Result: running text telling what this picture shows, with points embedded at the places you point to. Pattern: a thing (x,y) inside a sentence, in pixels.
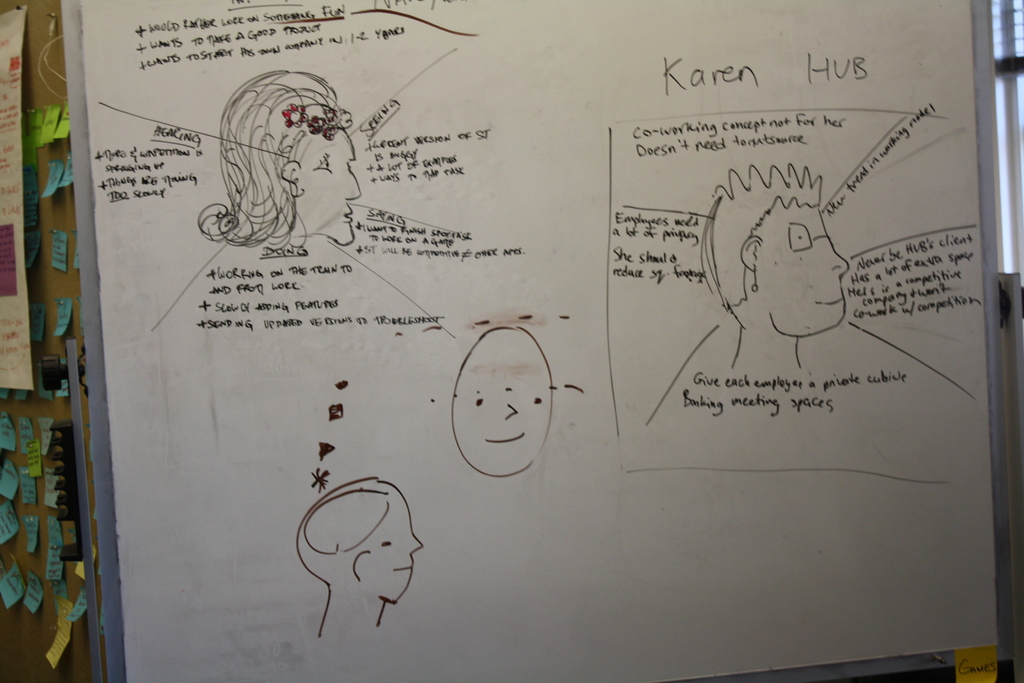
Here we can see posters (439,370). On this poster (439,437) we can see drawing (496,398) and text (398,257) written on it.
